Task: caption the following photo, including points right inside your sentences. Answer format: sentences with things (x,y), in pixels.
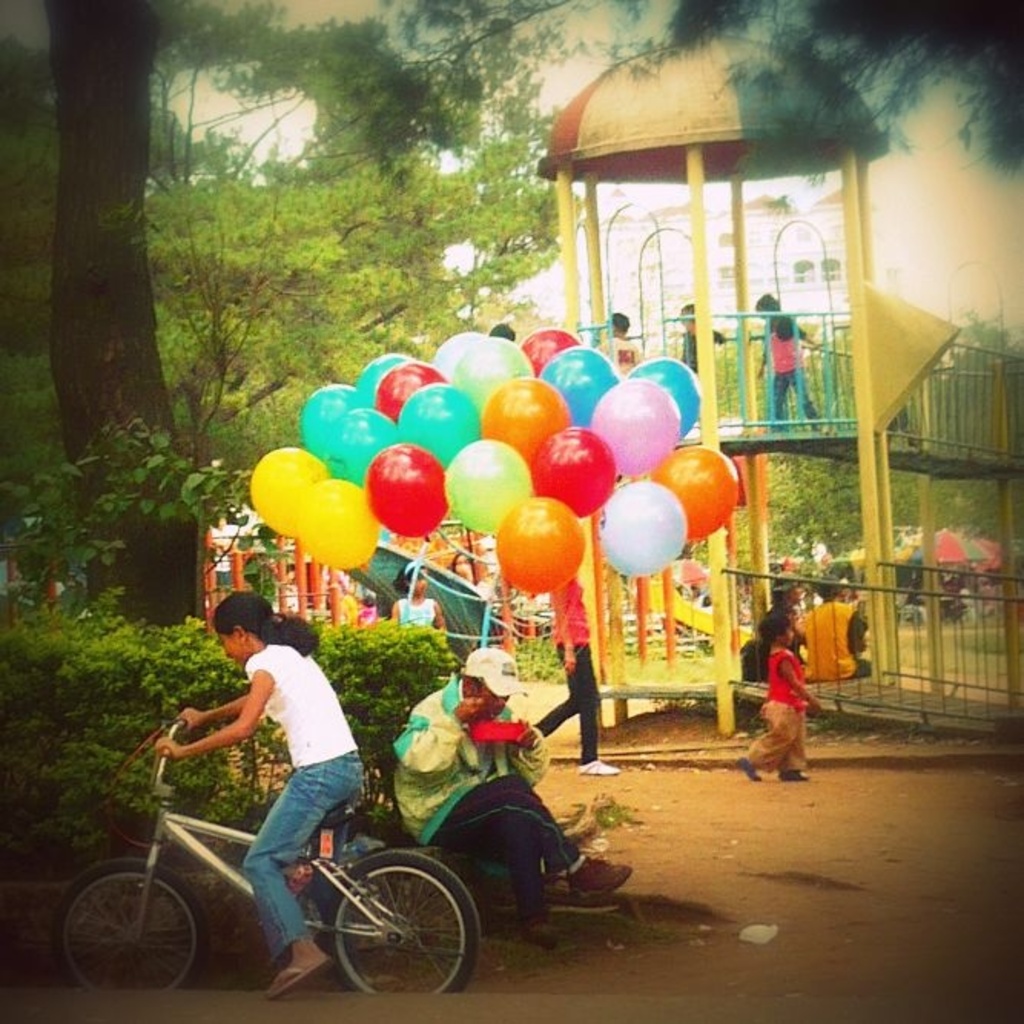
In this image I can see a person (283,708) sitting on the bicycle (381,878). At the back ground (422,430) there are some balloons (405,494), trees (279,206) and the few children (801,752).
